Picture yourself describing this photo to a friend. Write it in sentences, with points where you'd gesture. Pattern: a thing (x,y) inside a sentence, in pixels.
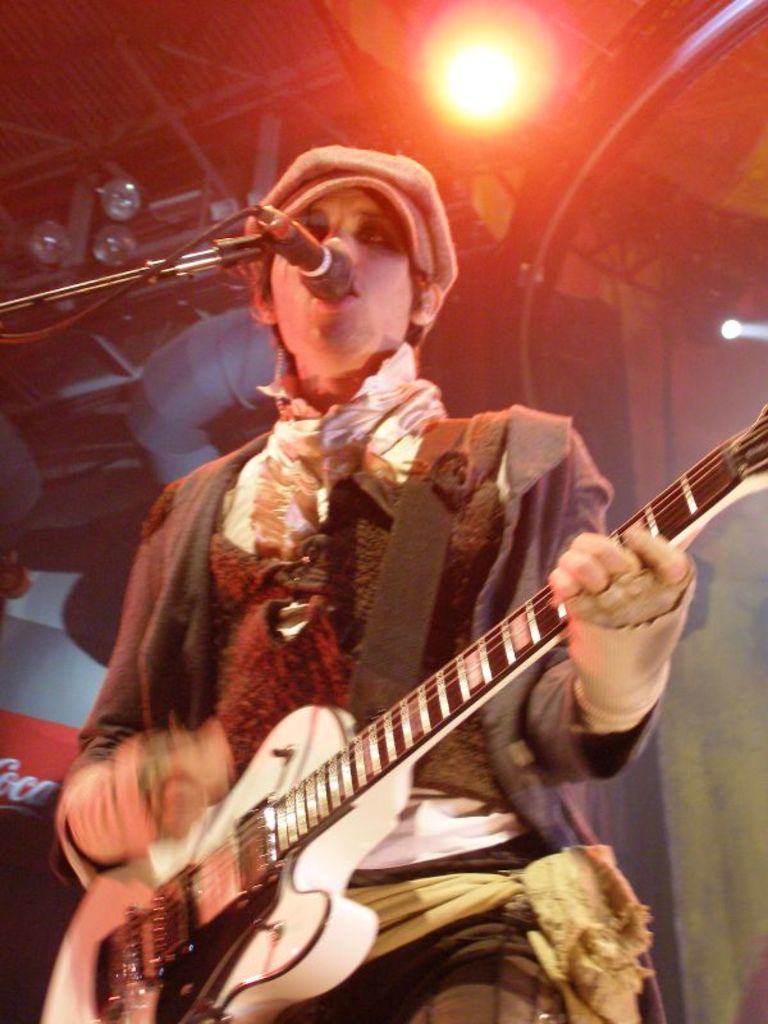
In this picture we can see man (307,683) holding guitar (367,735) in his hand (134,763) and playing and singing on mic (314,263) and in background (437,122) we can see light (474,105), wall (90,704).
